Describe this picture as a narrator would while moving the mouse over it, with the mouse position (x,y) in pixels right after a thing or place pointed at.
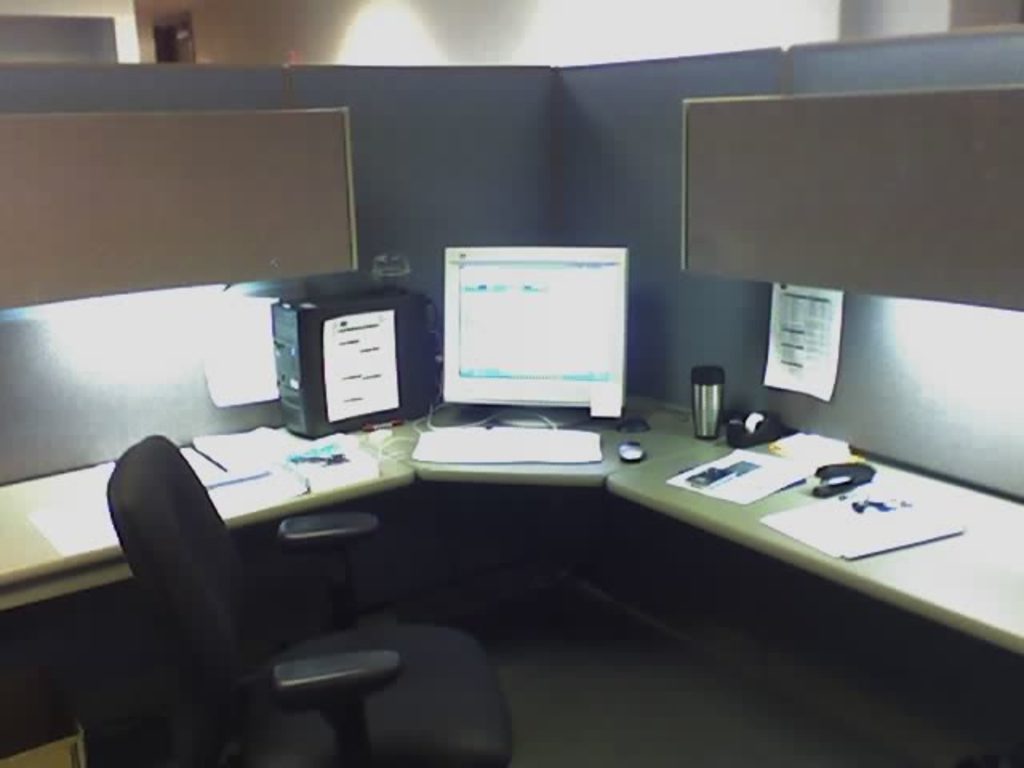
In this image, we can see a desk (761,506) contains computer (571,304), papers (227,441), flask (715,435), tape (753,421) and stapler (822,481). There is a chair (379,689) at the bottom of the image (464,653). There is board (266,214) in the top left (111,157) and in the top right of the image (880,134).
